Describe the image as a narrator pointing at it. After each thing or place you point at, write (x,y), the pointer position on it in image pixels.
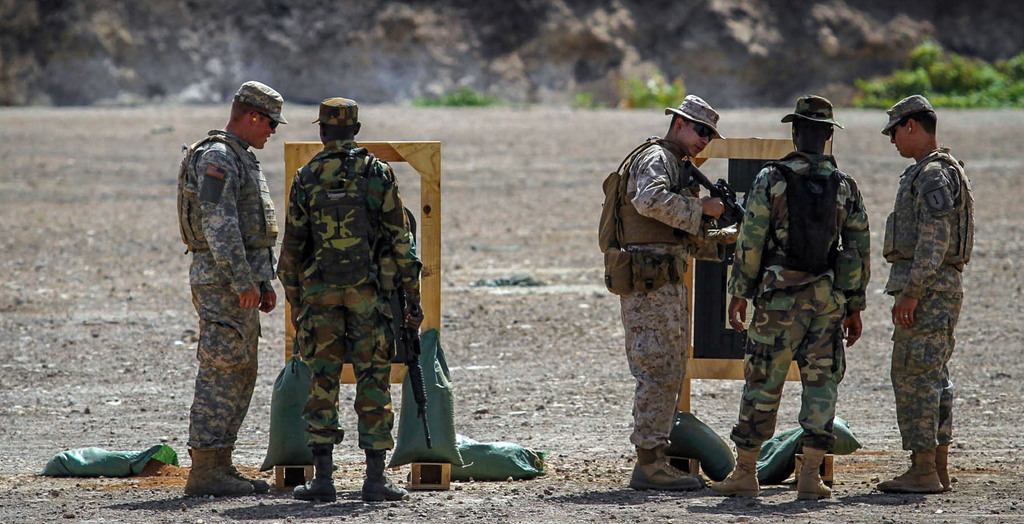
In this picture I can see there are five people (647,441) standing here and they are wearing a uniform (292,189) and they are holding guns (409,335) and there is a mountain (443,87) in the backdrop (441,55).
